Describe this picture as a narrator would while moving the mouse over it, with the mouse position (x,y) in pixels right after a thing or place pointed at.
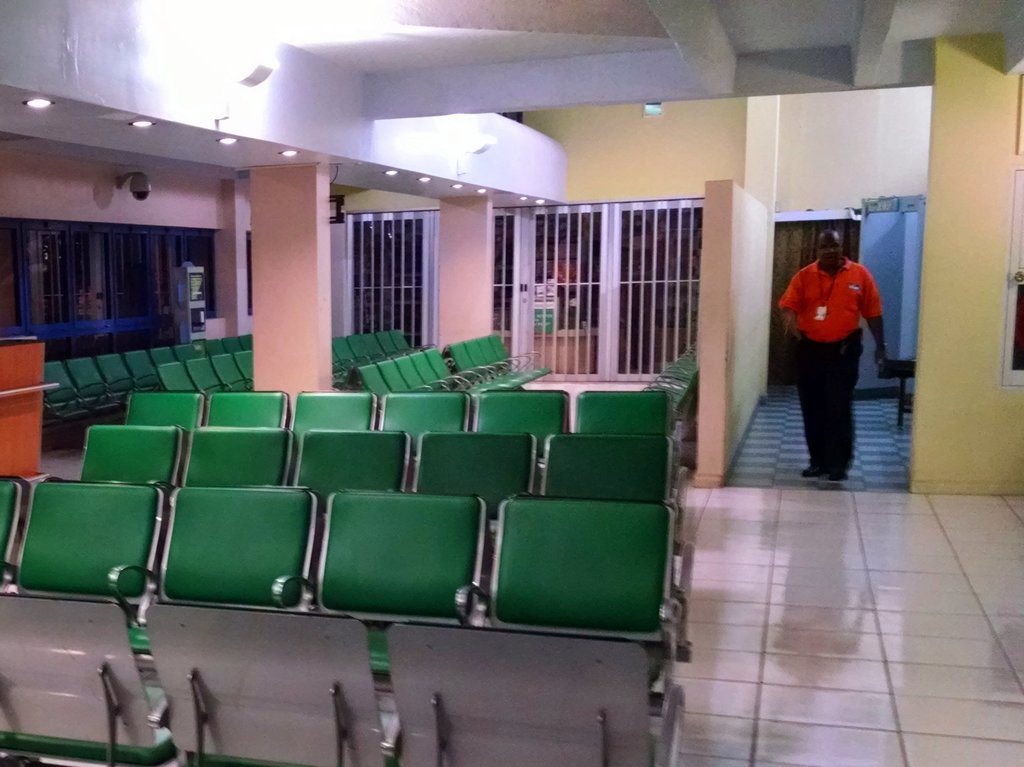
Here we can see a man (856,279) and this is floor (903,735). There are chairs (452,523), pillars (308,379), and lights (231,139). In the background (582,167) we can see a wall (935,163).
